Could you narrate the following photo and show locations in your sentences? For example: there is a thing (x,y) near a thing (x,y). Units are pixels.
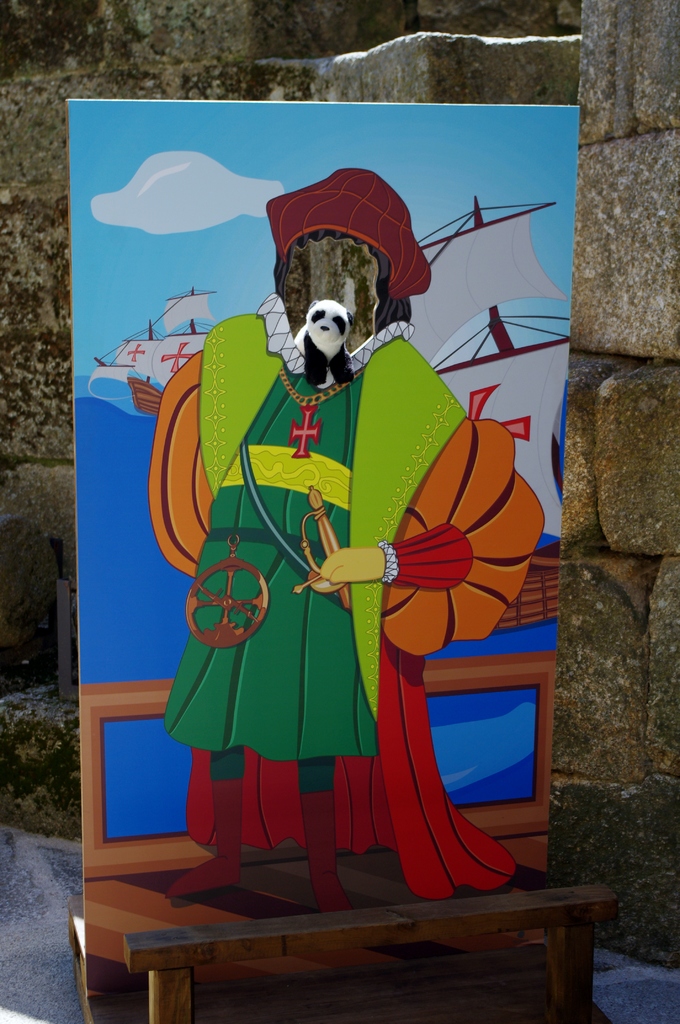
In the middle of the image (315,667) we can see a banner (540,265). Behind the banner (461,235) there is wall (583,697).
